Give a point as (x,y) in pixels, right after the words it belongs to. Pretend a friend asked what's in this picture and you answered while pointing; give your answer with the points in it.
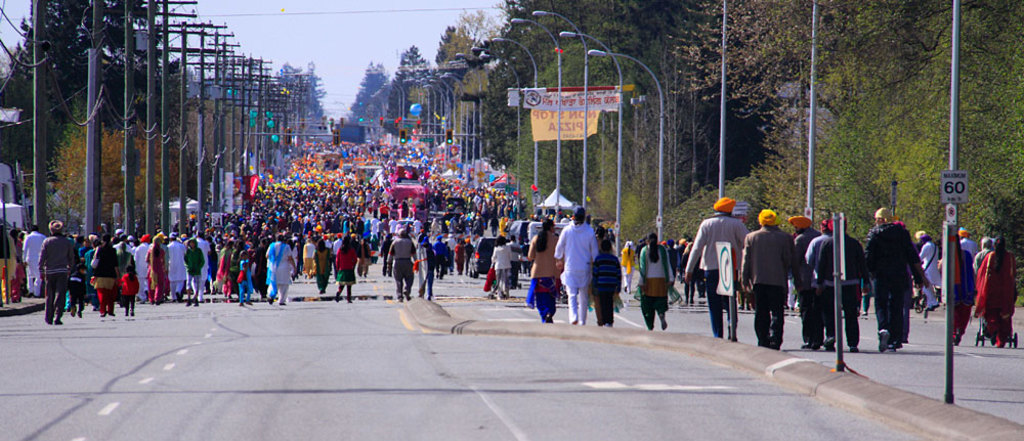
This is the picture of a road (823,406). In this image there are group of people (357,166) walking on the road (700,302). There are poles (164,66), trees (62,168) on the footpath (569,335). In the middle of the image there is a banner (562,109) on the pole (622,140). At the top (419,17) there is sky (415,31). At the bottom (309,345) there is a road (392,402).
